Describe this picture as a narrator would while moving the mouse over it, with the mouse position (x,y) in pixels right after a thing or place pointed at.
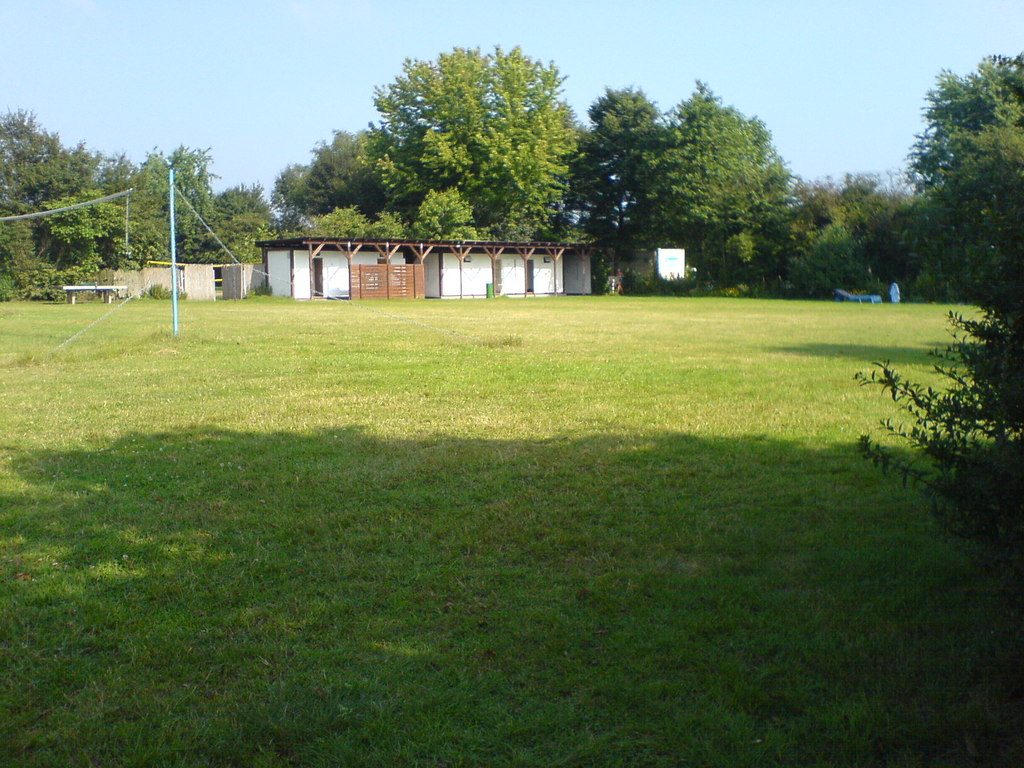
This is grass (385,455). Here we can see poles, plants (743,289), bench (103,291), trees (7,195), and a shed (578,265). In the background (475,20) there is sky (268,91).
